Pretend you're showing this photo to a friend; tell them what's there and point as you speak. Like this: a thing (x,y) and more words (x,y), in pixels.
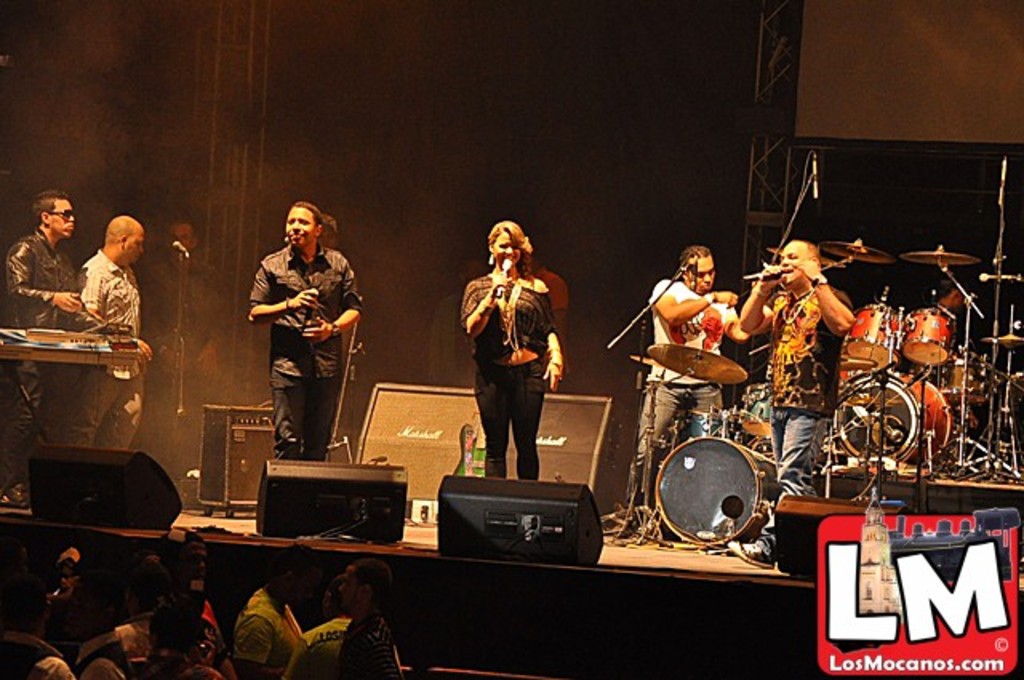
At the bottom of the picture (170,642), we see the people (210,655) are standing. In the middle of the picture (518,319), we see the woman (511,415) and five men (813,428) are standing. Three of them are holding the microphones (503,265). The man (745,322) on the right side (791,390) is singing the song on the microphone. Behind him, we see a man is playing the drums (741,448). On the left side (30,265), we see two men (62,300) are standing. In front of them, we see a keyboard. Behind them, we see the speaker boxes (443,428). In the background (452,43), it is black in color. This picture is clicked in the musical concert.
